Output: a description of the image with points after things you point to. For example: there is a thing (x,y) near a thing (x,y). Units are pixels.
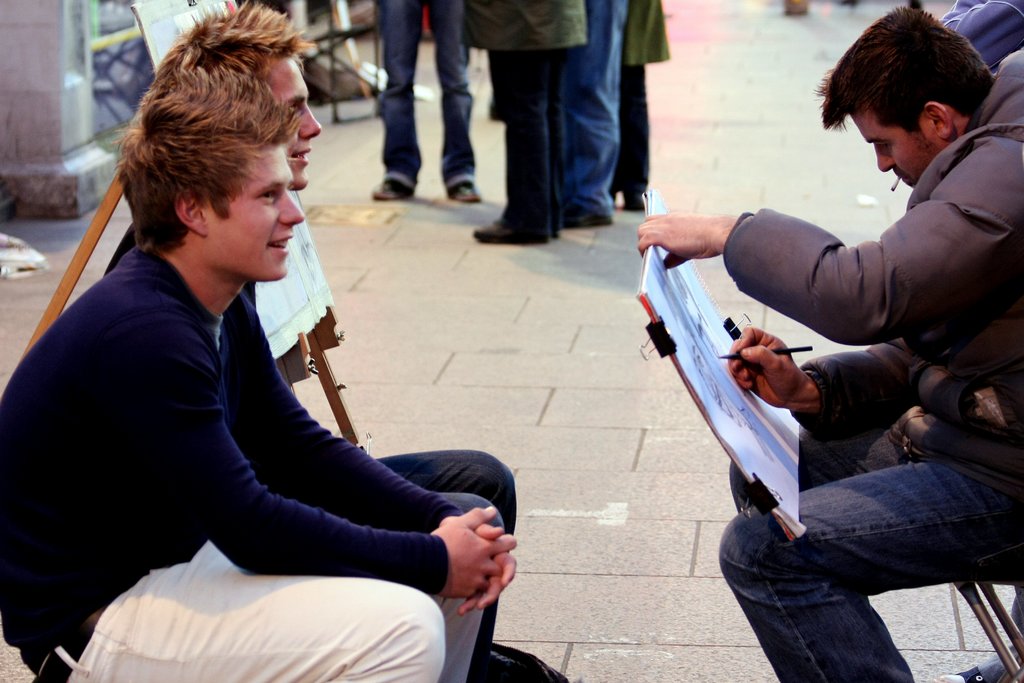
In the foreground (226,359) I can see three persons (878,169) are sitting on the bench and one person (812,484) is holding a notepad (727,401) in hand (770,387). In the background (445,35) I can see a crowd (415,5) on the road (452,233), boards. This image is taken during a day.
